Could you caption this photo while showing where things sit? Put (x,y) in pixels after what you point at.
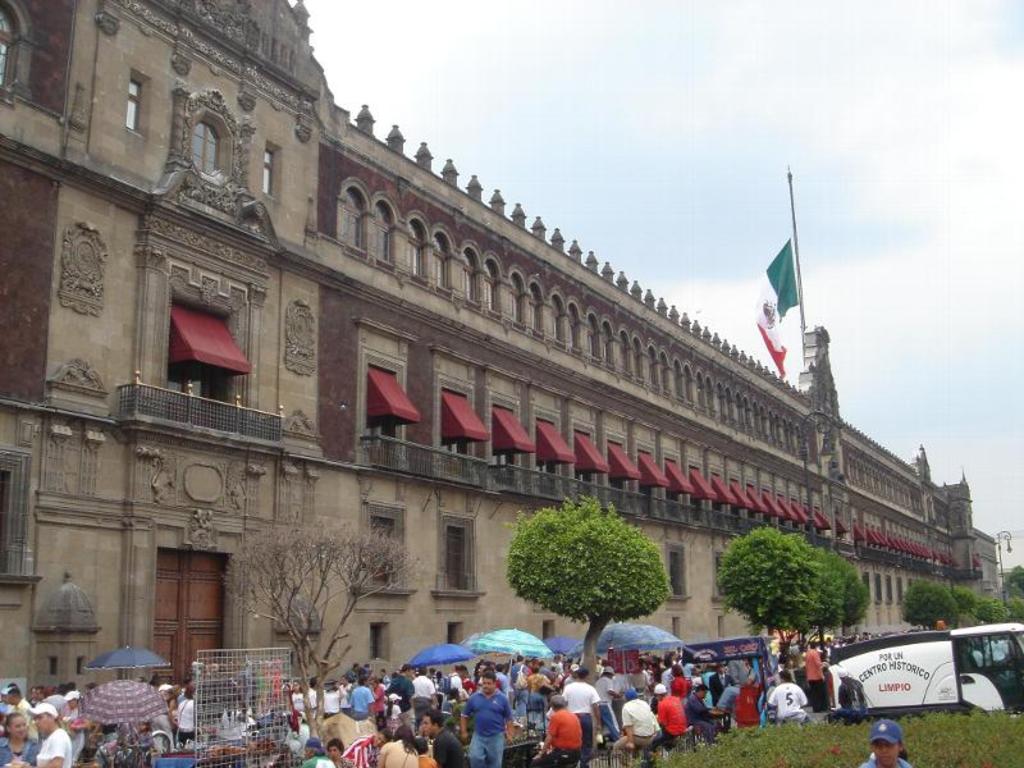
In this image I can see the group of people (419,740) with different color dresses (516,690). I can see the umbrellas (151,716). To the right (903,686) I can see the banner (914,684) to the vehicle (959,685). In the background (715,592) I can see many trees (584,571) and the building (630,483) with the flag (790,254). I can also see the clouds (888,16) and the sky (510,173) in the back (510,173).
